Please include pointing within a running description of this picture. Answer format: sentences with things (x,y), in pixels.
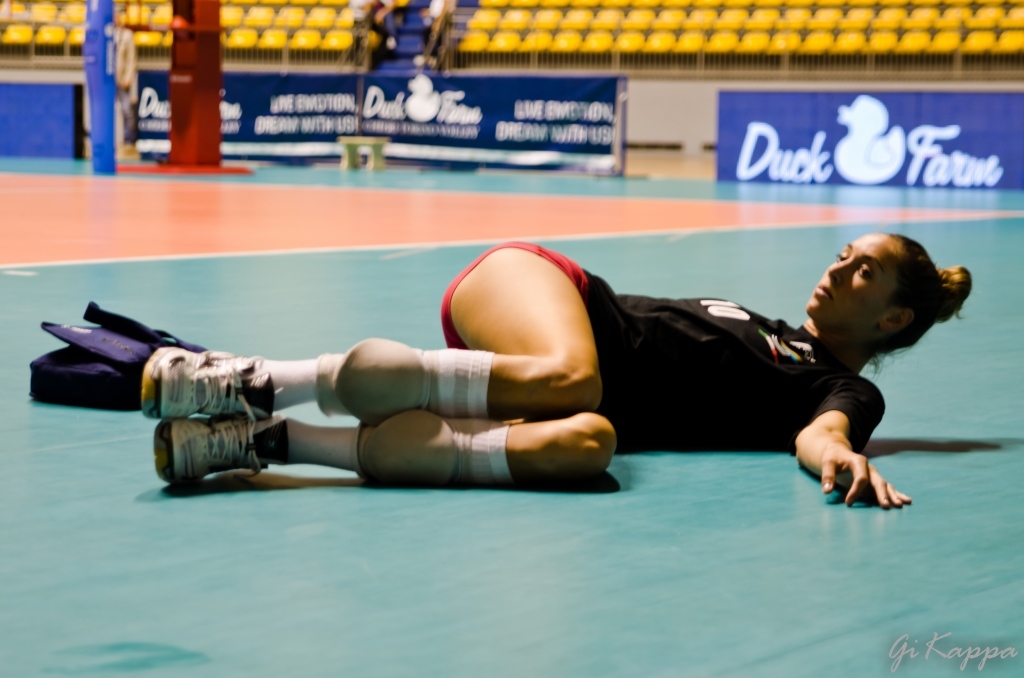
There is a woman (524,312) laying on the floor (651,522) and we can see bag (107,314). Background (842,117) we can see chairs (801,4) and hoardings (891,143).
